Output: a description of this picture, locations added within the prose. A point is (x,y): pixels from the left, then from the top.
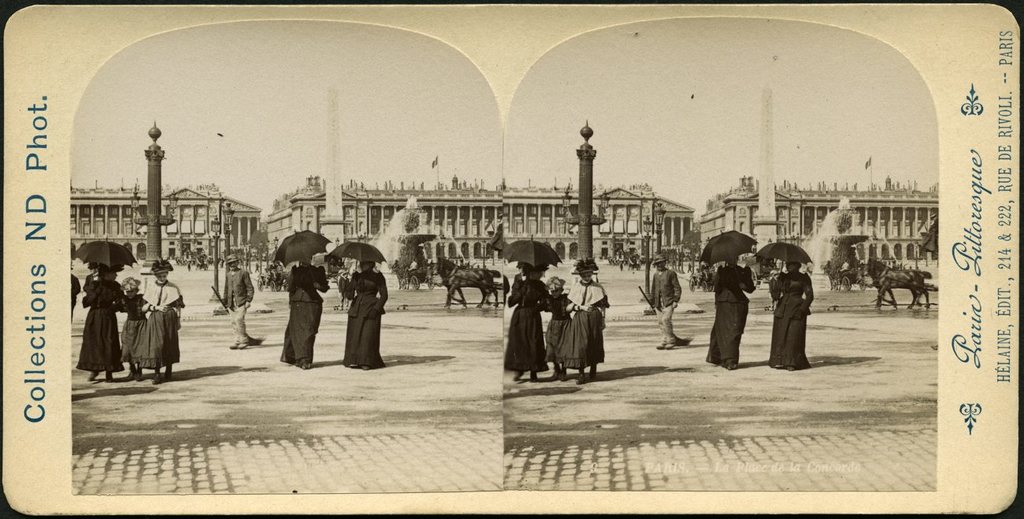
This picture consists of replica of two images and in the image I can see two persons (305,322) holding an umbrella (341,255) in the middle, on the left side (104,321) I can see three children's (161,294) and a text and building (124,215) and pole (166,222), in the middle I can see a person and on the right side (895,276) I can see horses (475,285) and a building (372,220) and a flag (439,159) visible on top of building (456,183) and the sky (306,101) visible at the top (455,90) and the text (999,314) visible on the right side of the another image in the middle (403,251) I can see a water fountain (841,243) and an animal (891,295) visible in front of the fountain (852,225).
